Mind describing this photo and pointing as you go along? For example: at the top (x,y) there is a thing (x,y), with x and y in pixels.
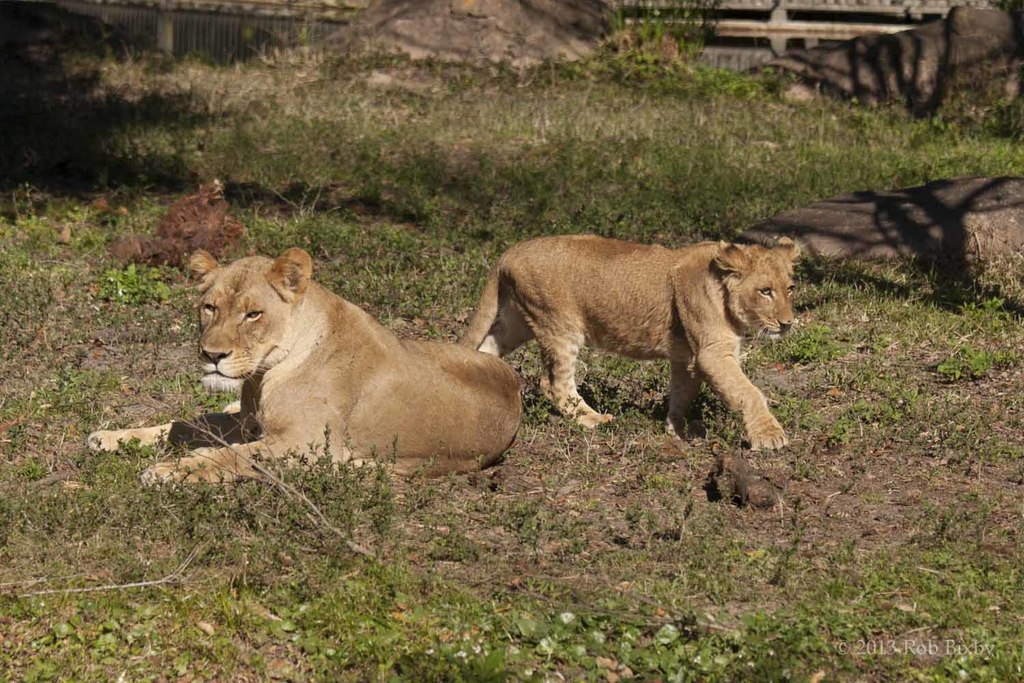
In this picture we can see two animals (680,304) on the ground (567,133), grass (374,193), rocks (503,5) and in the background (138,16) we can see fence (210,51).
